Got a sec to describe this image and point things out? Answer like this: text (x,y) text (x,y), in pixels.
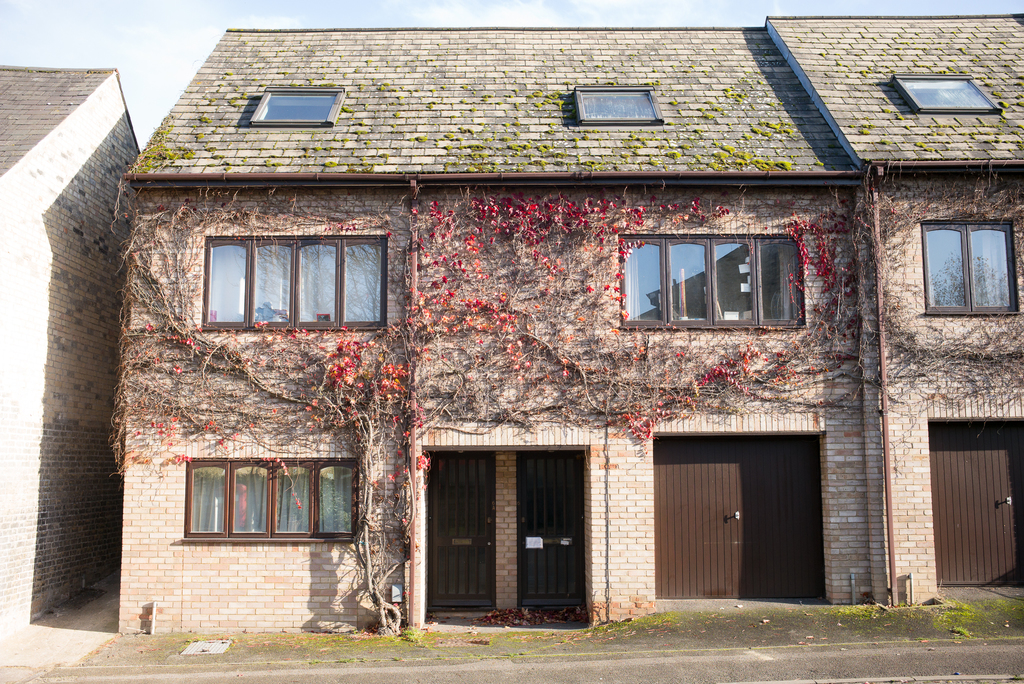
In this image I can see the road (707,662). I can see a tree (376,388). I can see the houses (289,240) with the windows (628,305) and doors (757,545). At the top (438,15) I can see the clouds (124,26) in the sky (77,37).
